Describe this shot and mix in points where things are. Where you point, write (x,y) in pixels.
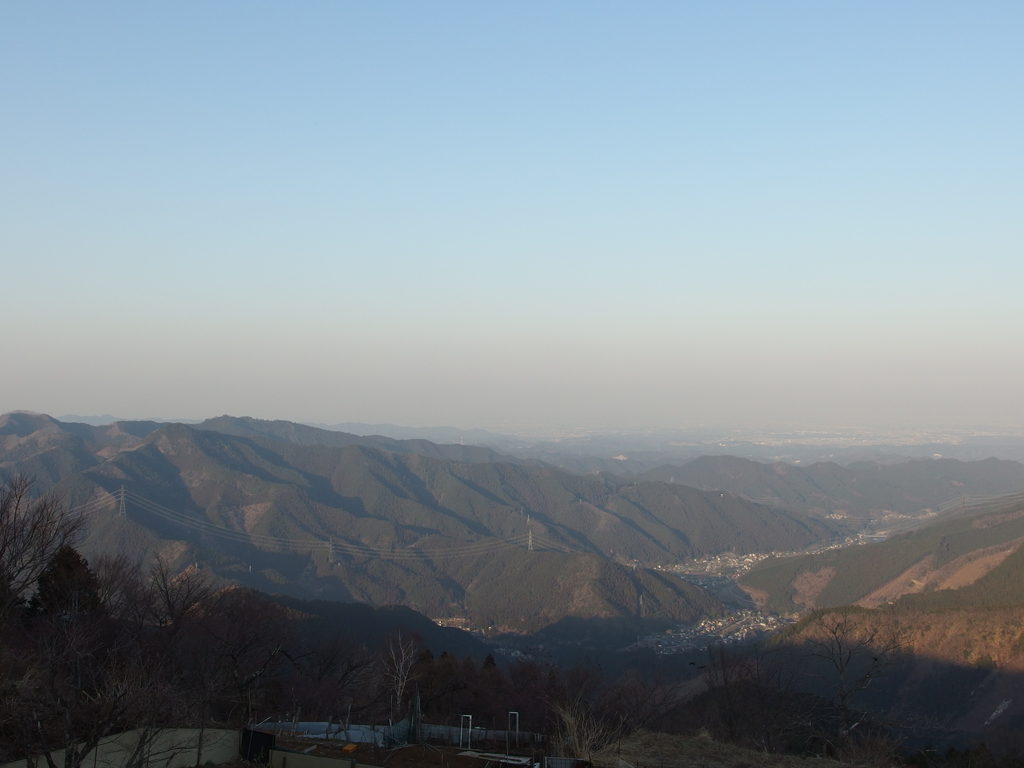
In this image we can see dry trees (422,706), mountains (980,692). The sky (583,202) is in blue color.
